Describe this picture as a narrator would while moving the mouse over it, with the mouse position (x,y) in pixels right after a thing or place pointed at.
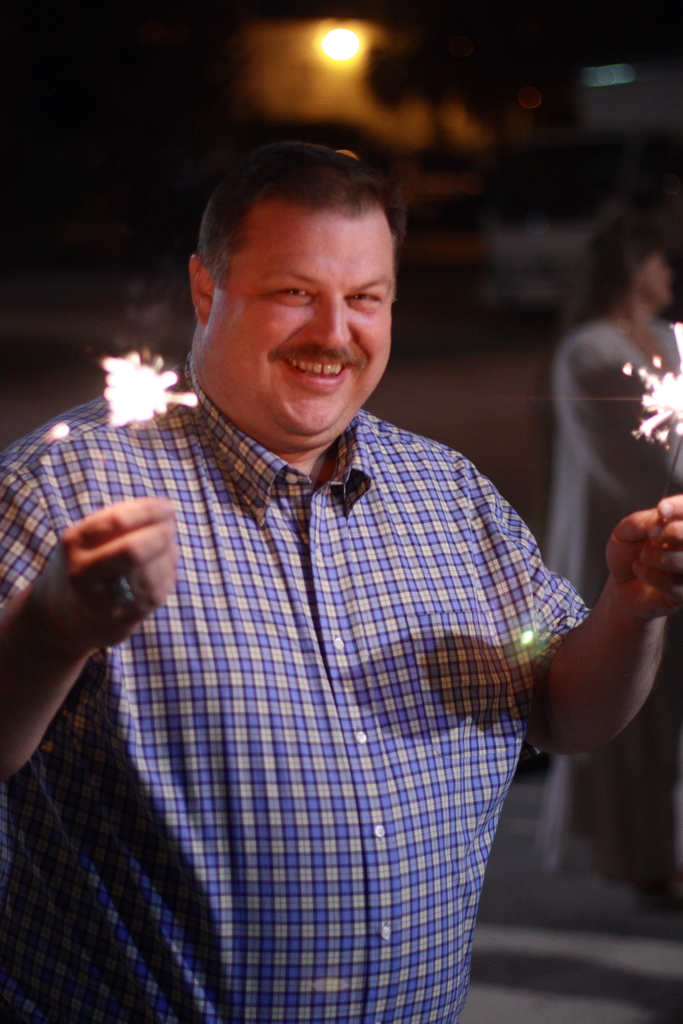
In this picture, we see a man (235,716) in the blue check shirt (235,716) is standing. He is smiling and he is holding the lighted crackers (117,382) in his hands (652,565). On the right side (649,275), we see a woman (587,390) is standing. In the background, we see a building (270,110) and a light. This picture is blurred in the background (436,339). This picture might be clicked in the dark.
